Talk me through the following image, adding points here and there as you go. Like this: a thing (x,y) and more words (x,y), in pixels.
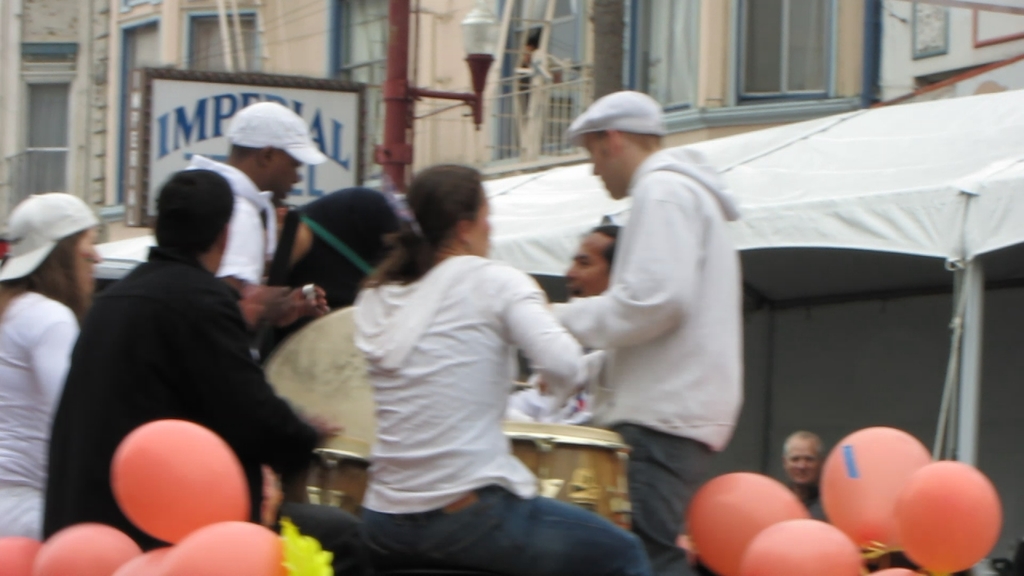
In this image we can see one building (308,35) with glass windows (767,32), some curtains (672,43) attached to the windows (512,28), one person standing in the balcony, some white tents (1008,178) near the building (428,141), some people (336,210) are sitting, one light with red pole (395,165), one board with text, some poles (972,277), some people (321,210) are holding some objects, some balloons (63,557), one yellow color object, some poles (962,364), one man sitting in the white tent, some people (443,316) standing in front of the white tents (836,382) and some drums (577,475) on the ground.
